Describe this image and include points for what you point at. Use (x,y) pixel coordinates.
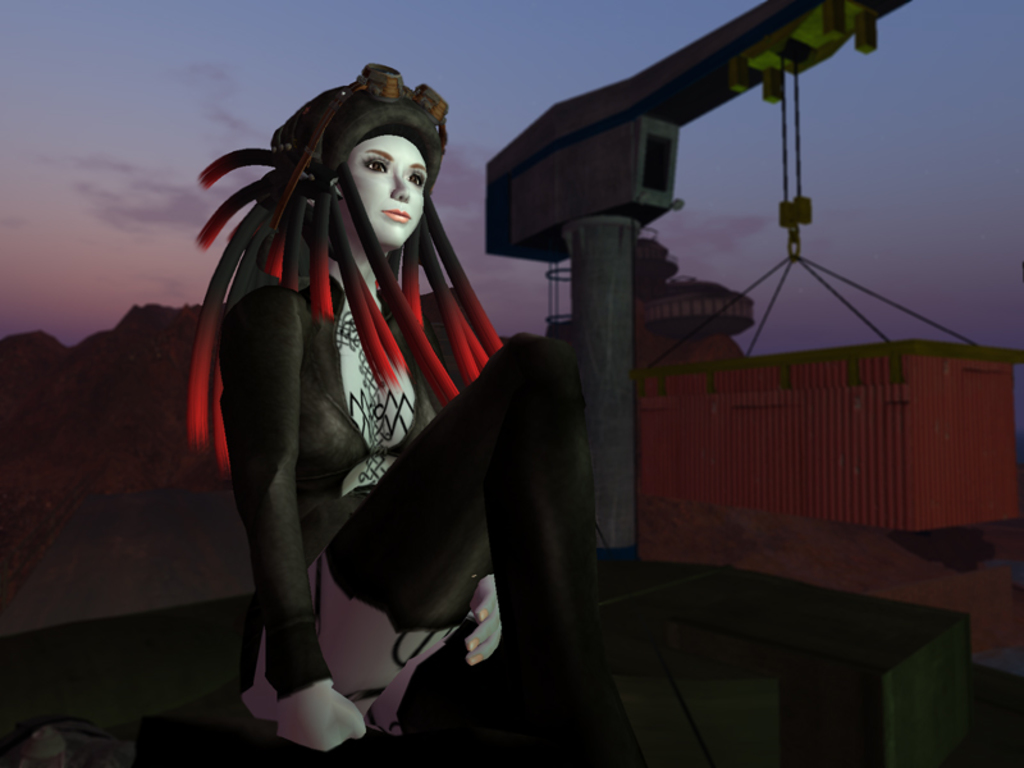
This image looks like it is animated. In the front (361,468), there is a woman (455,673) sitting on a box (239,712). In the background (690,429), we can see a crane (526,221) lifting a cabin (876,469). At the top (189,155), there are clouds (178,177) in the sky (37,278).
